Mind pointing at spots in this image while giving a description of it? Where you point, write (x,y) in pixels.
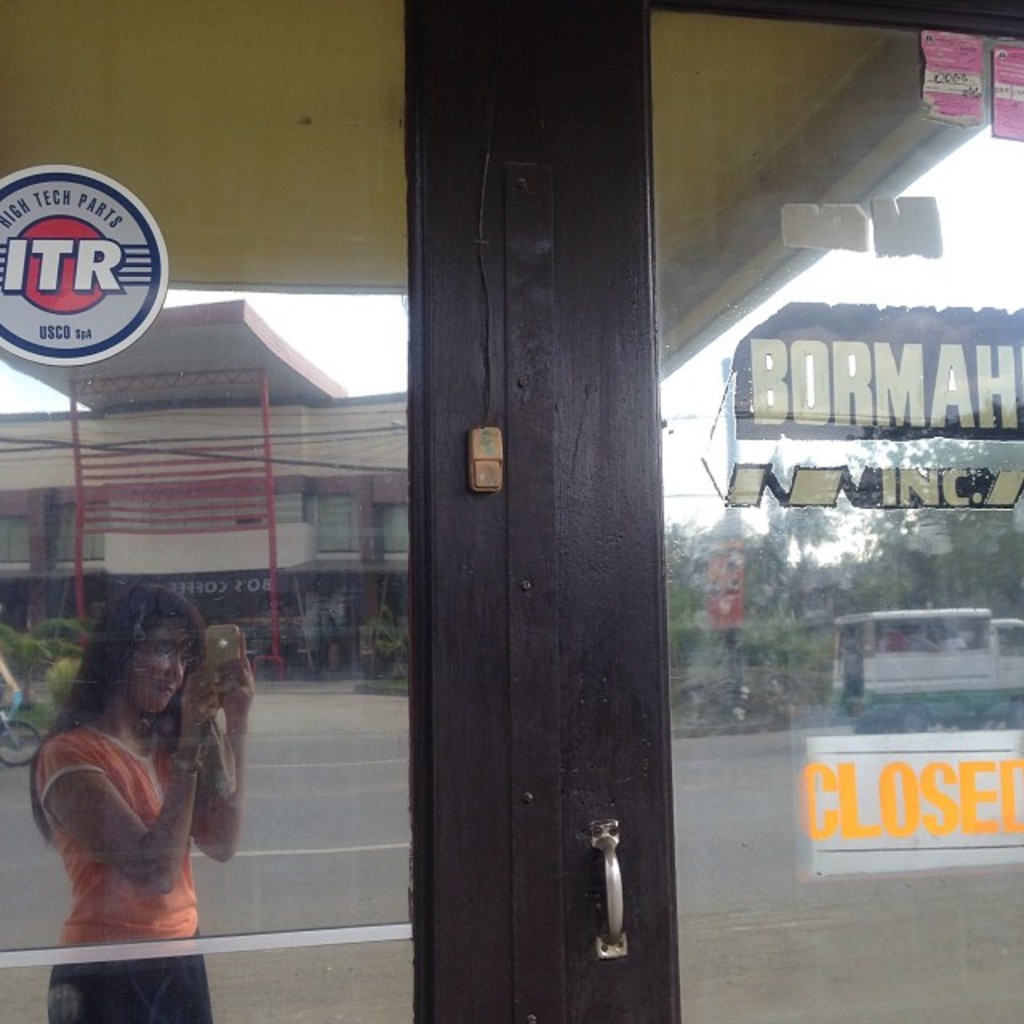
In this image we can see a glass door (214,552). In which there is a reflection (89,906) of a girl (168,979). There is a reflection (99,369) of buildings (259,589), trees (865,559), vehicle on the road (291,791) and there is some text (988,353) to the right side of the image (862,409).
